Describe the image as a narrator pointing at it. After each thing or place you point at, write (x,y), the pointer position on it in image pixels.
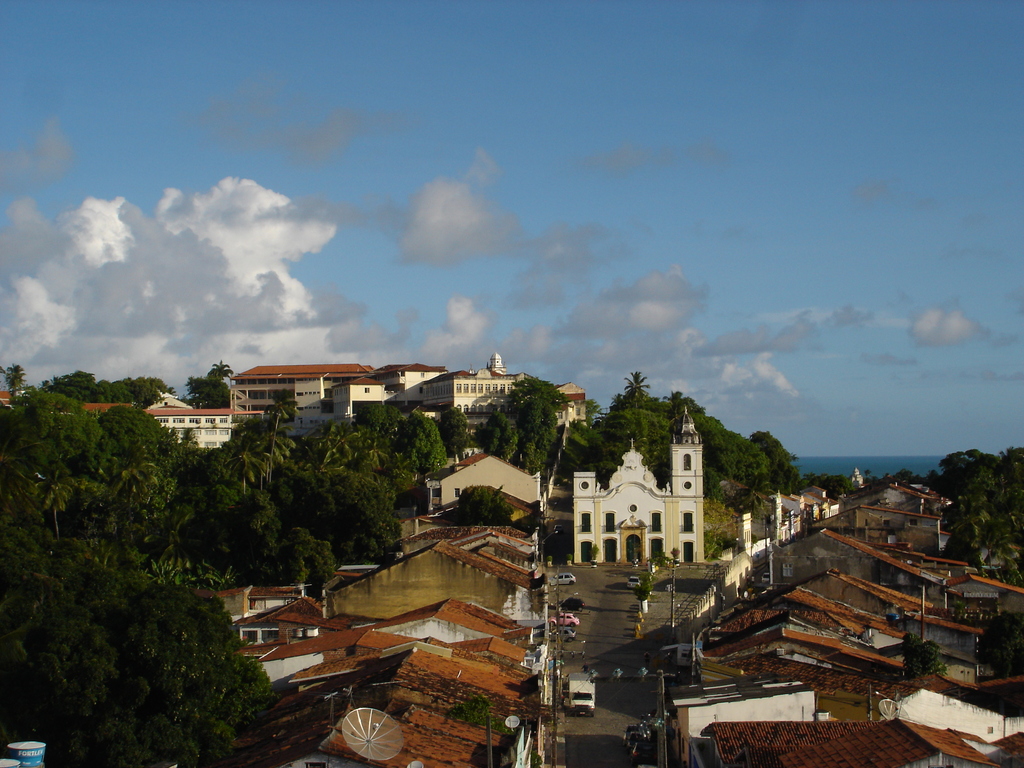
In this picture we can see few houses (731,650), poles (561,602) and vehicles (581,706), in the background (418,481) we can see few trees (321,445), buildings (363,395) and clouds (648,304).
